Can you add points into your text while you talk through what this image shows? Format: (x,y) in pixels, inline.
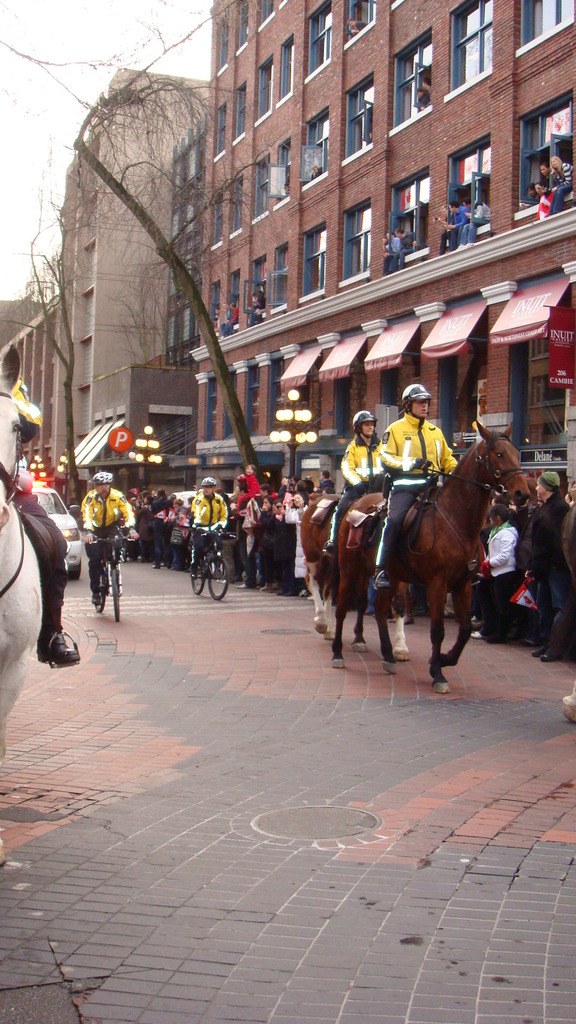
These are buildings (290,145). In-front of this building (223,239) there is a bare tree (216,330). These two persons (371,479) are sitting on horse (458,558). Far this group of people (502,579) are standing and this two persons (204,537) are riding a bicycle (218,561). A vehicle (48,501) on road (130,601).
